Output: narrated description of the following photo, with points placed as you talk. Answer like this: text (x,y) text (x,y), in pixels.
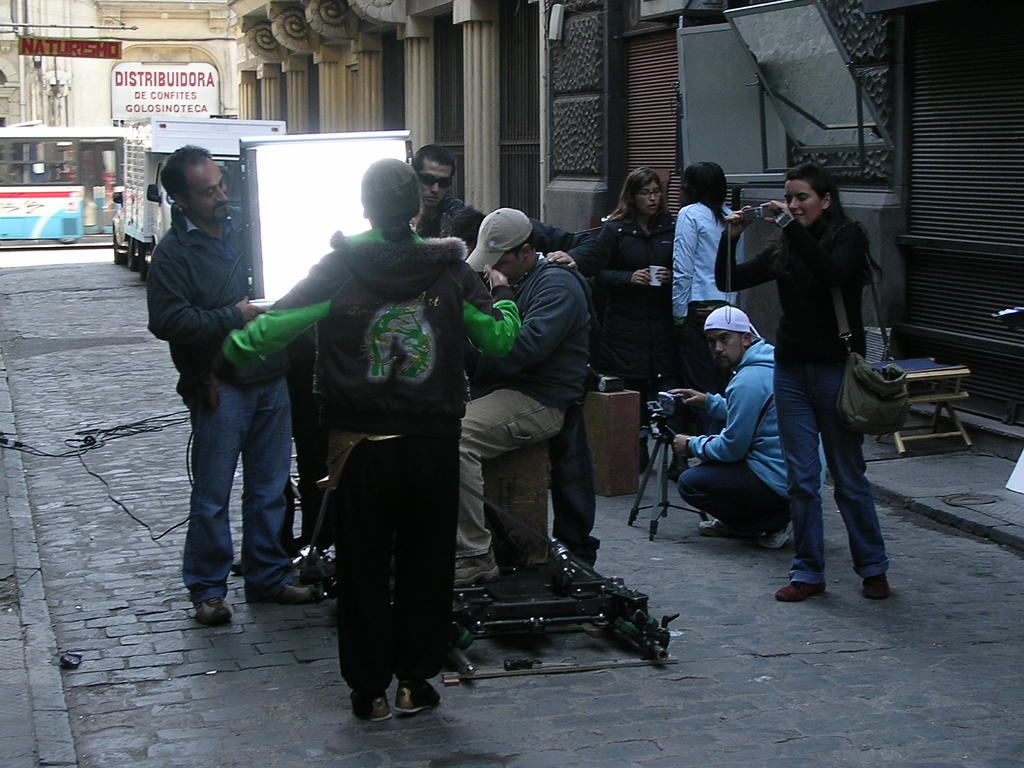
In this image there are some persons (481,418) standing as we can see in middle of this image (348,260) and there are some buildings (385,70) as we can see on the top of this image (463,83), and there are some vehicles (116,161) in middle of this image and there is a floor (282,641) in the bottom of this image (749,640).
